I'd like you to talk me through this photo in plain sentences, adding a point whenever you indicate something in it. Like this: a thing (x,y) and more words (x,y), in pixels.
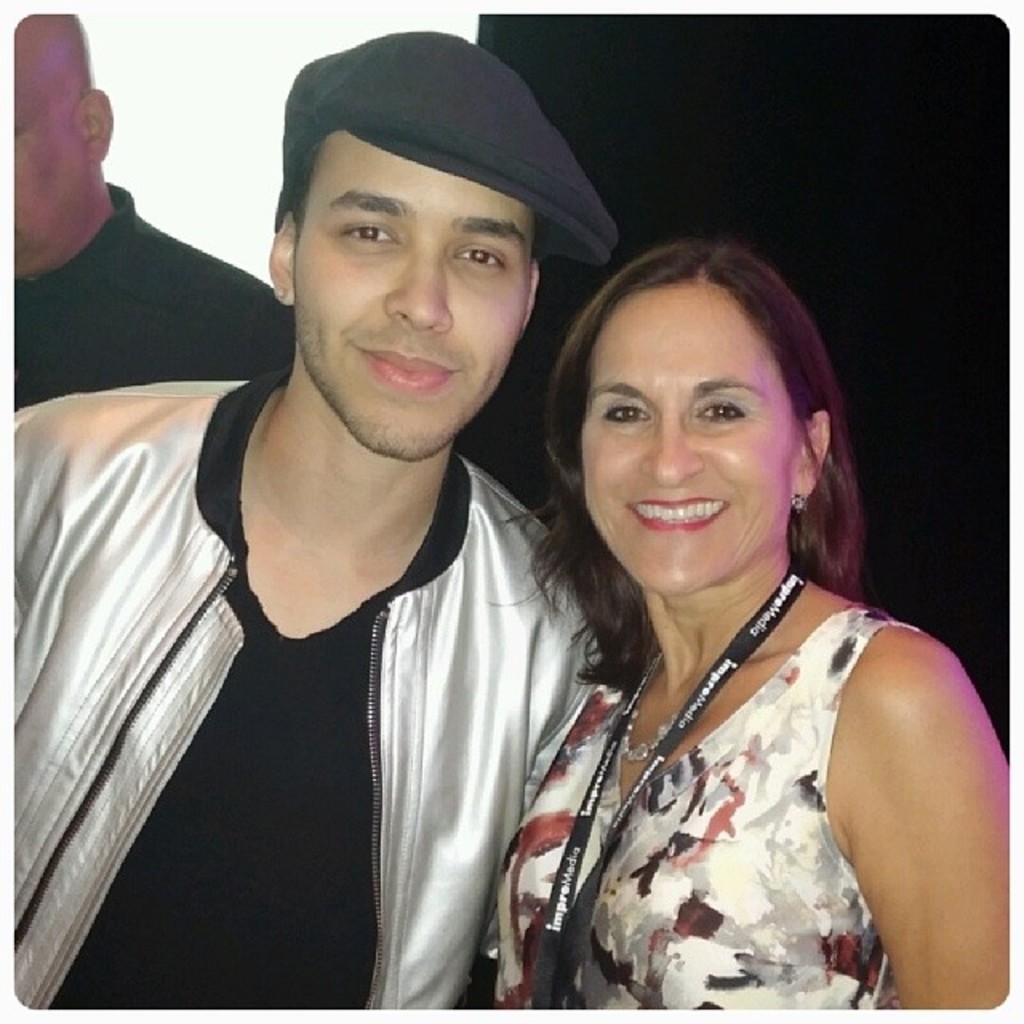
In this image there are two persons (265,423) standing and smiling, and in the background (72,218) there is another person (78,361) standing.
